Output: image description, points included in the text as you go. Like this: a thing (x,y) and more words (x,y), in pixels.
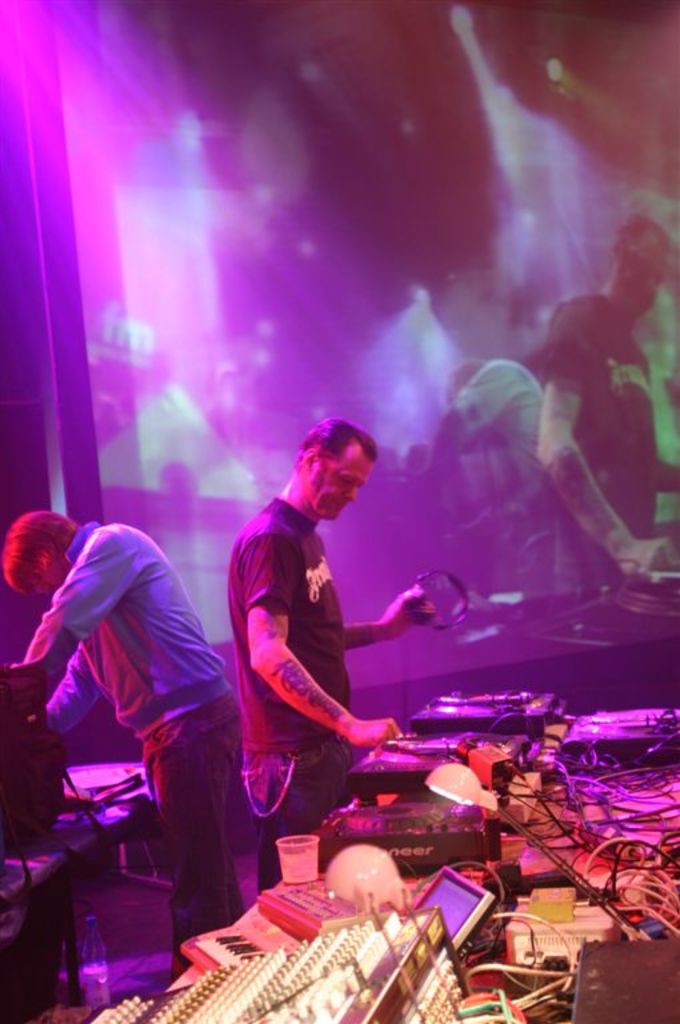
In the foreground of this image (512,927), on the table (553,806), there are many electronic equipment (442,803), cables (630,855), light (463,797), laptop (430,902) and a keyboard (241,919) on it and there are two men (228,736) standing in between two tables (51,877). In the background (459,395), there is a screen (286,302) and a pink light (48,91).
